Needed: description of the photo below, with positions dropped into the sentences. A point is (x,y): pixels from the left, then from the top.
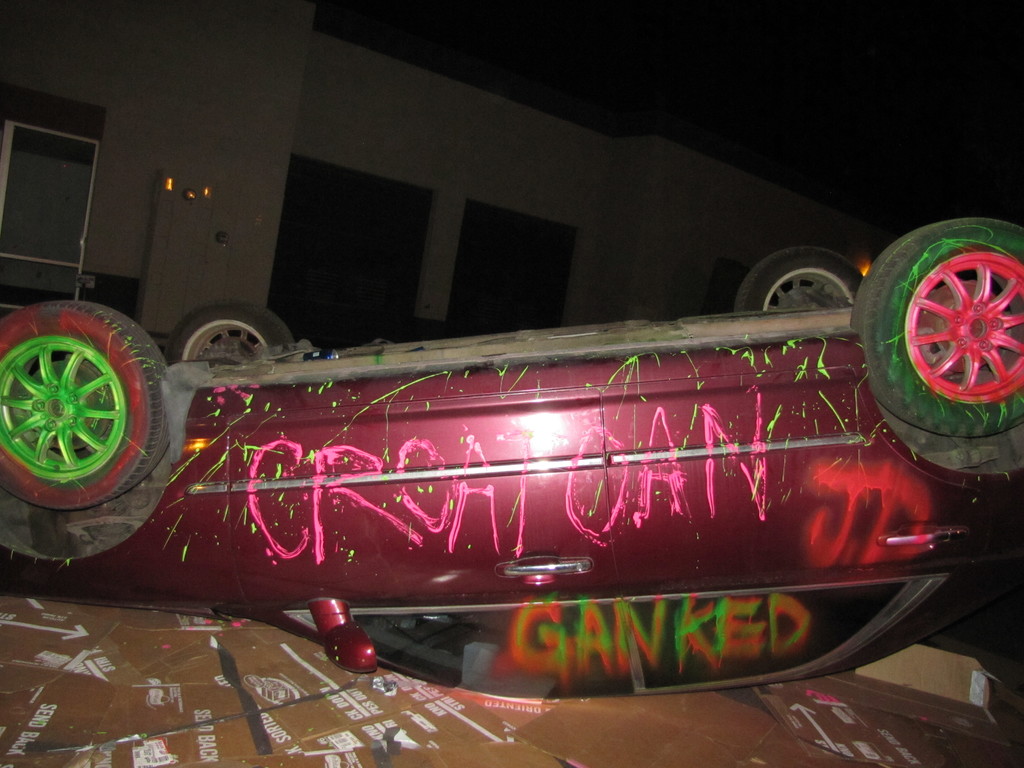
In this image there is a vehicle (823,492), cardboard (874,679), wall (687,189) and objects (193,187). Something is written on the vehicle (551,467) and cardboards (144,733).
